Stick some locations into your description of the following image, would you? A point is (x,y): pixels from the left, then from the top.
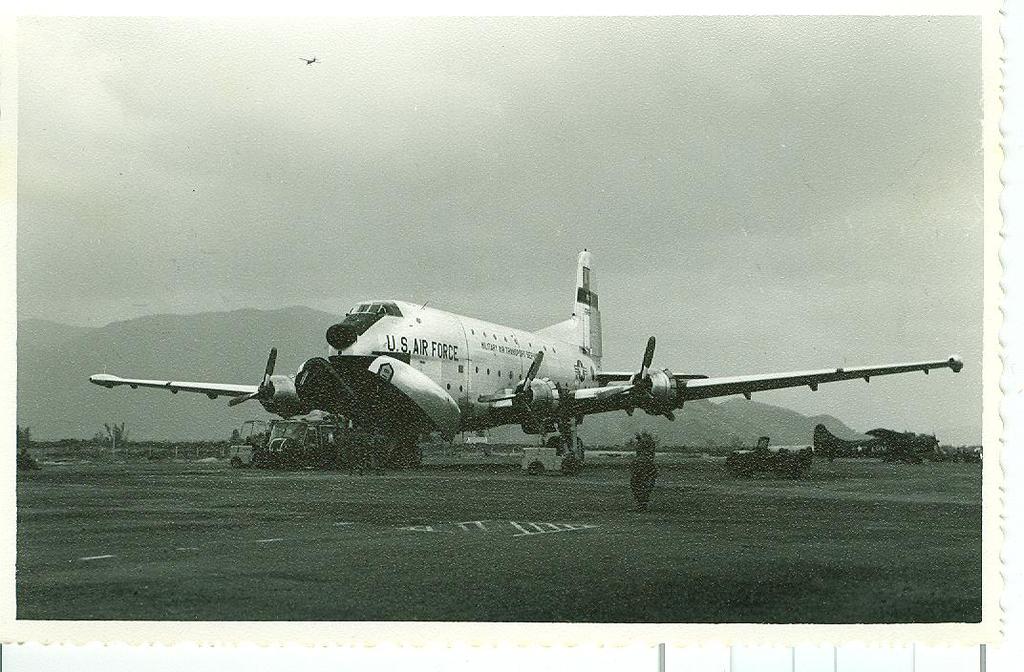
This is the black and white image and we can see an aircraft (383,432) and there is some text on it and we can see few vehicles (389,468) on the runway (639,546). There is an aircraft (917,434) on the right side of the image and there are some plants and we can see the mountains (254,409) in the background (780,410) and at the top (602,126) we can see the sky (661,111).
